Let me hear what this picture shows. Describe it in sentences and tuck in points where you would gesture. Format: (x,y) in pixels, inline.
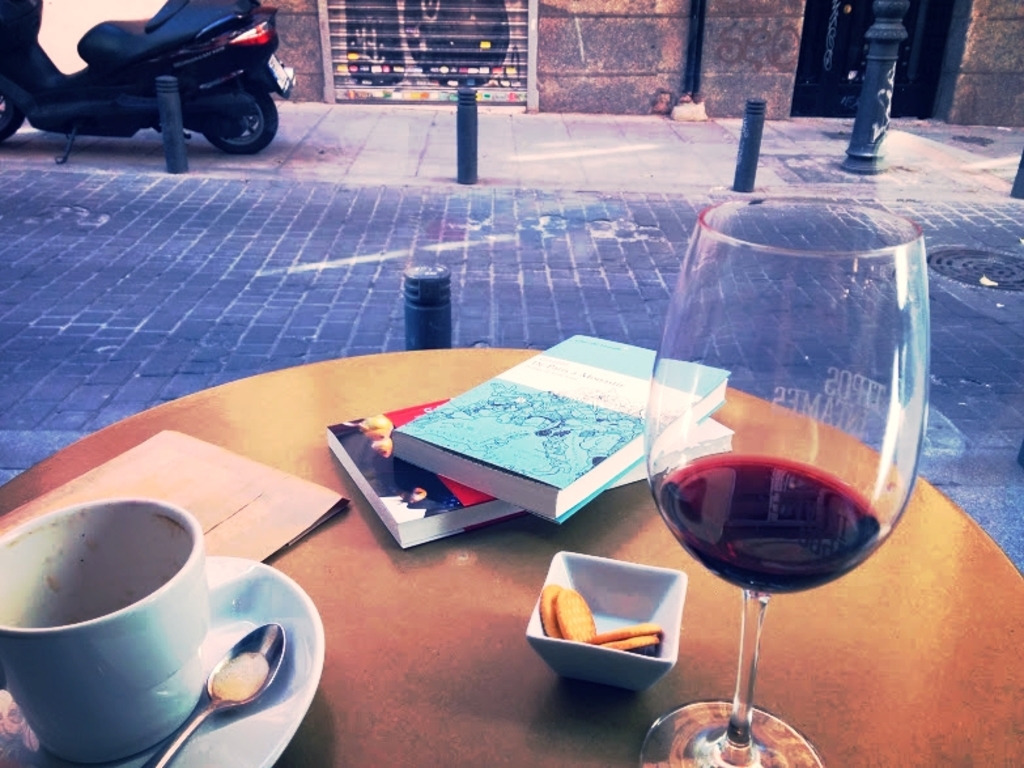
In this image I can see a table (510,543). On the table (432,597) there is cup (126,654), spoon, saucer (301,669), books (442,488) and a biscuits (626,642) in the bowl (614,627). There is a glass (805,757) on the table (912,680). At the back side (207,79) I can see a bike (120,99) on the road (160,176). There is a building (595,39). On the road (540,282) there are poles (468,151).
